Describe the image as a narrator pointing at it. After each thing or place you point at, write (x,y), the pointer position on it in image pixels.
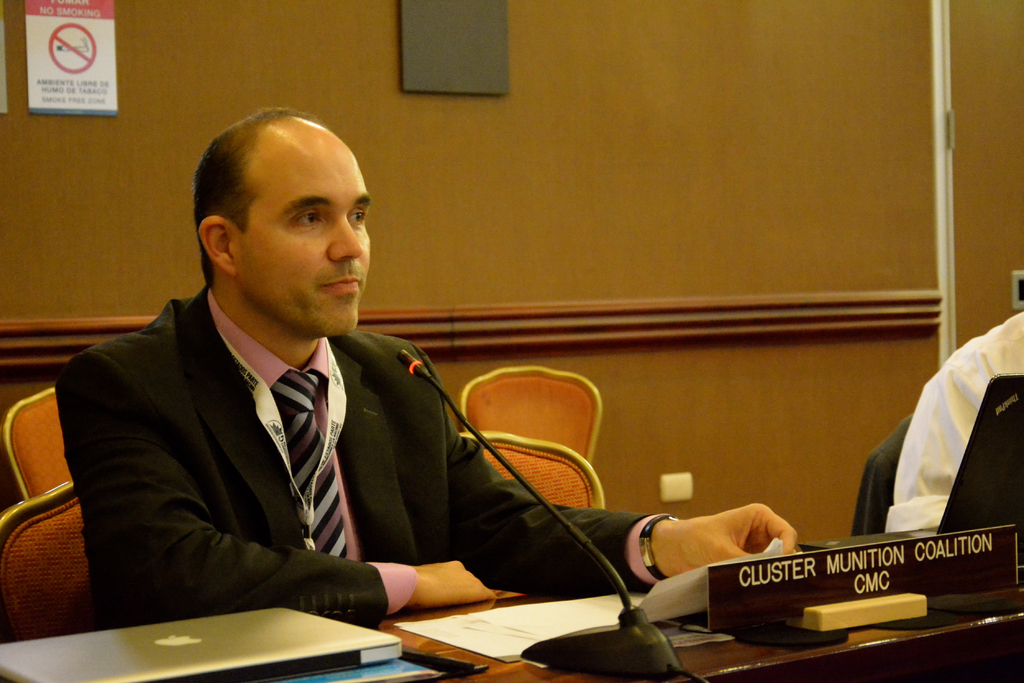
On a table (799,677) there is a laptop (170,655), microphone (609,636) and papers (481,634). A person (352,521) is seated wearing a suit (203,382). Behind him there is a sign board (53,58) on the wall (4,131).
